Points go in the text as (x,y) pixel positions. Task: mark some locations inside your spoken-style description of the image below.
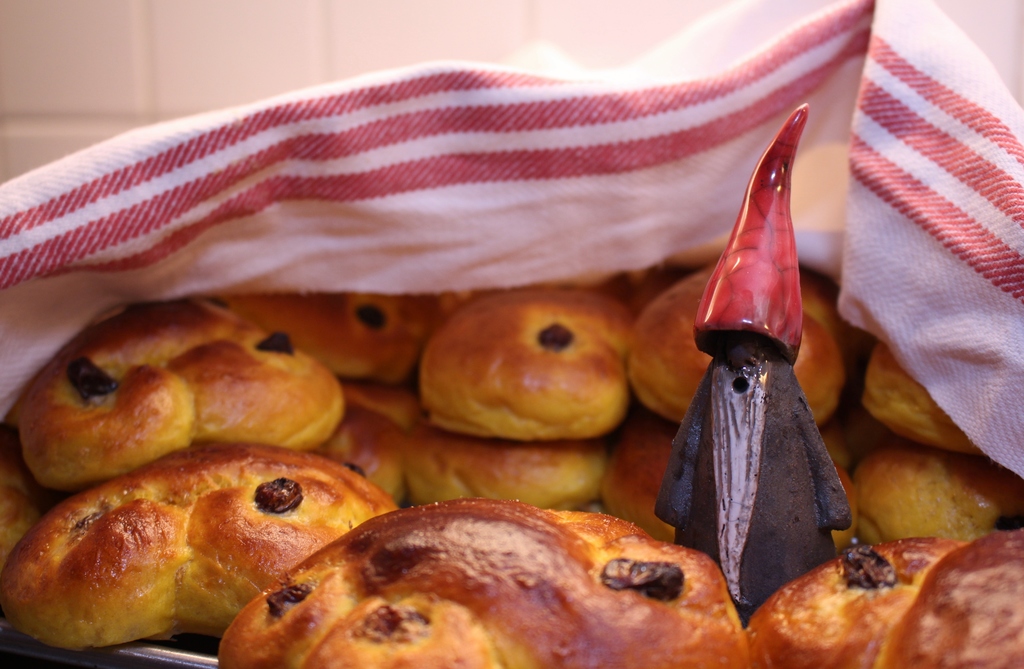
Here in this picture we can see number of buns (426,392) present on a plate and in the middle (681,437) we can see something present and we can see a cloth (141,160) covered on it.
